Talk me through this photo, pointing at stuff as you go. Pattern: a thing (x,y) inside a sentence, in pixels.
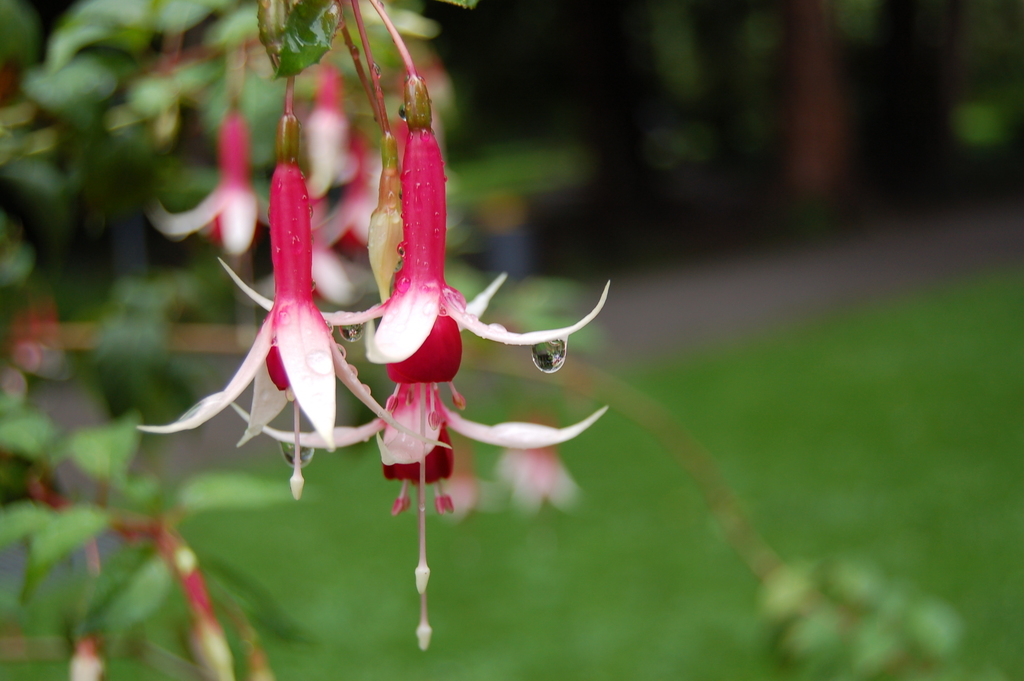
There are pink and white color flowers (389,436) with water droplets (350,330). In the background (708,286) it is green and blurred.
